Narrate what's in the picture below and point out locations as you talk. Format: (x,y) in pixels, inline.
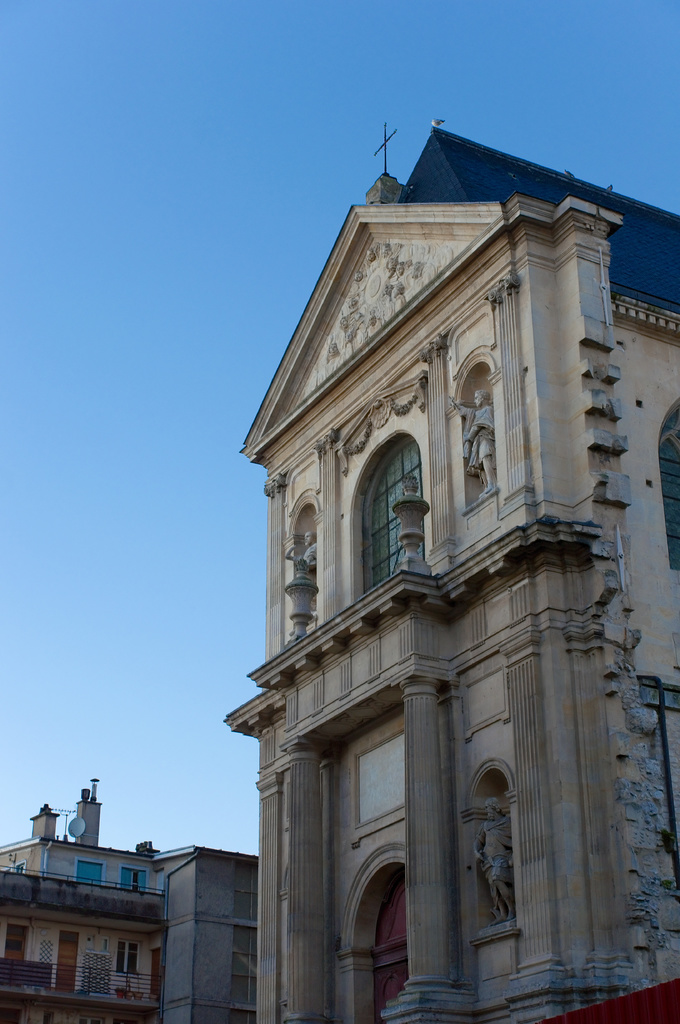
Here in this picture this building (351,1016) looks like a church (503,259) with a cross symbol (396,129) on the top of it. Here the sky (193,249) is blue.
